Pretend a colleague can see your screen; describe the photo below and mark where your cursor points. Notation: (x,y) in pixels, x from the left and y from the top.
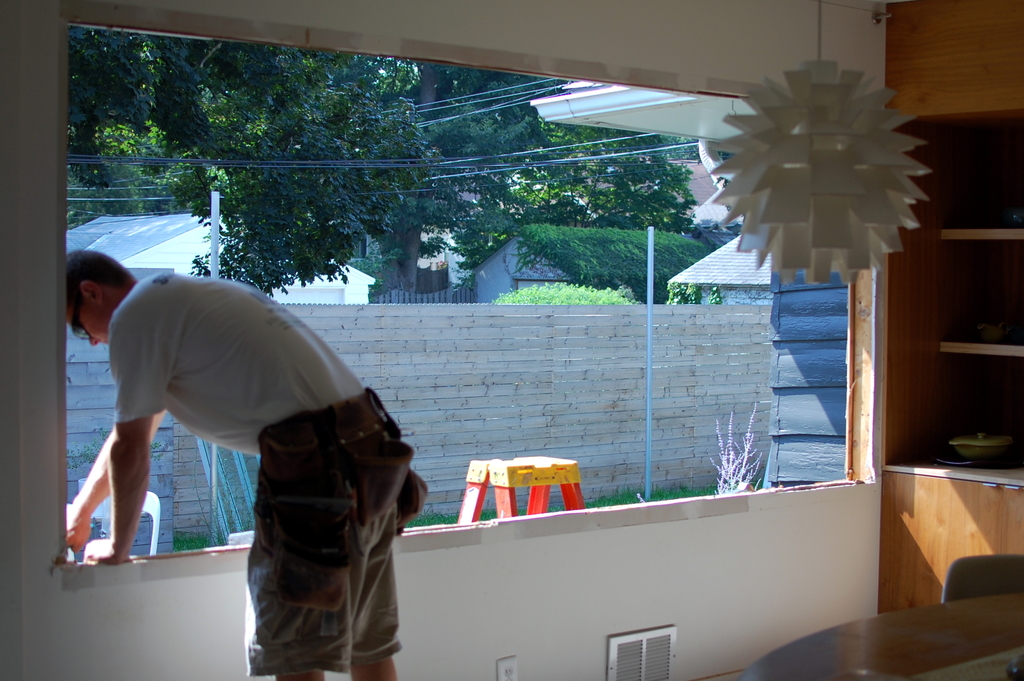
The image is inside the room (203,582). In the image on left side (275,348) there is a man (308,466) standing, on right side (758,160) we can see a lamp (803,230) and a shelf (959,377) in background (259,165) there some buildings (727,256), trees (334,143), electric wires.
